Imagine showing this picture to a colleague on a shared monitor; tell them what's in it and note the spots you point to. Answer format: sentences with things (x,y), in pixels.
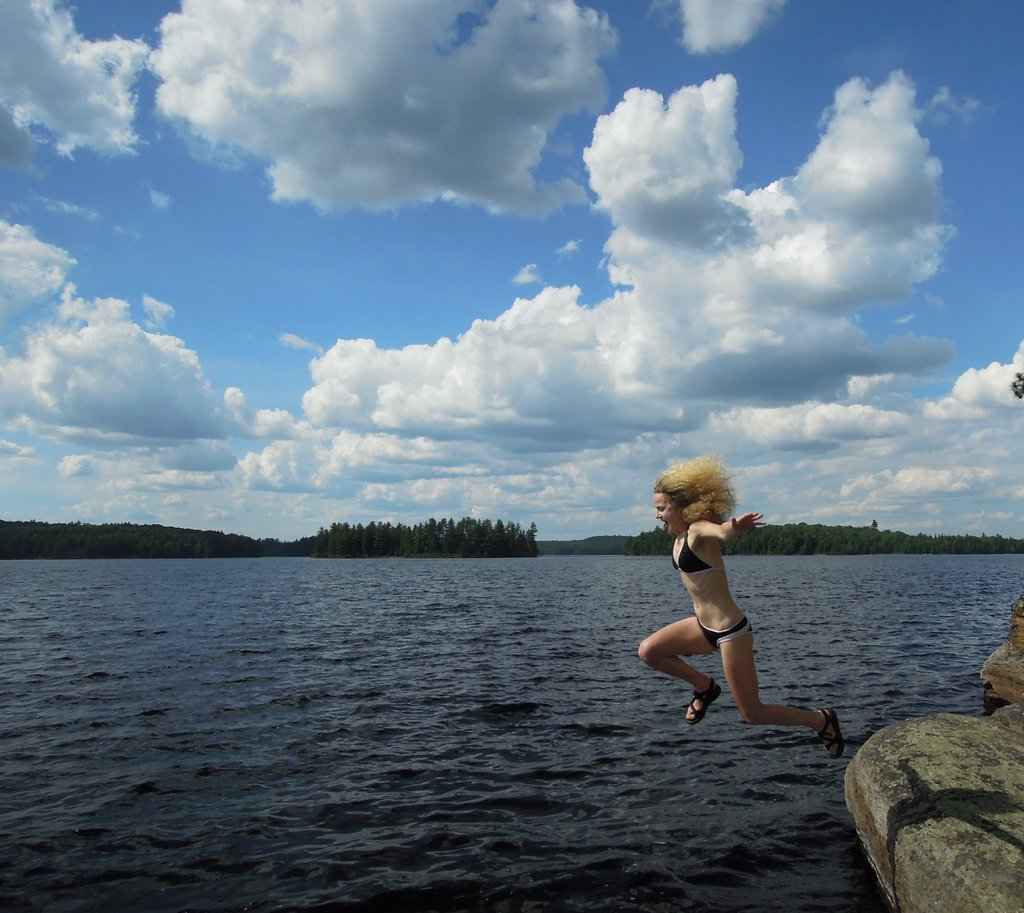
In the foreground of the picture (712,518) there are stones (938,831), water body (414,703) and a woman (695,617) jumping into the water (415,745). In the middle of the picture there are trees (373,545). At the top (224,264) we can see clouds (754,268) and sky (347,259).
